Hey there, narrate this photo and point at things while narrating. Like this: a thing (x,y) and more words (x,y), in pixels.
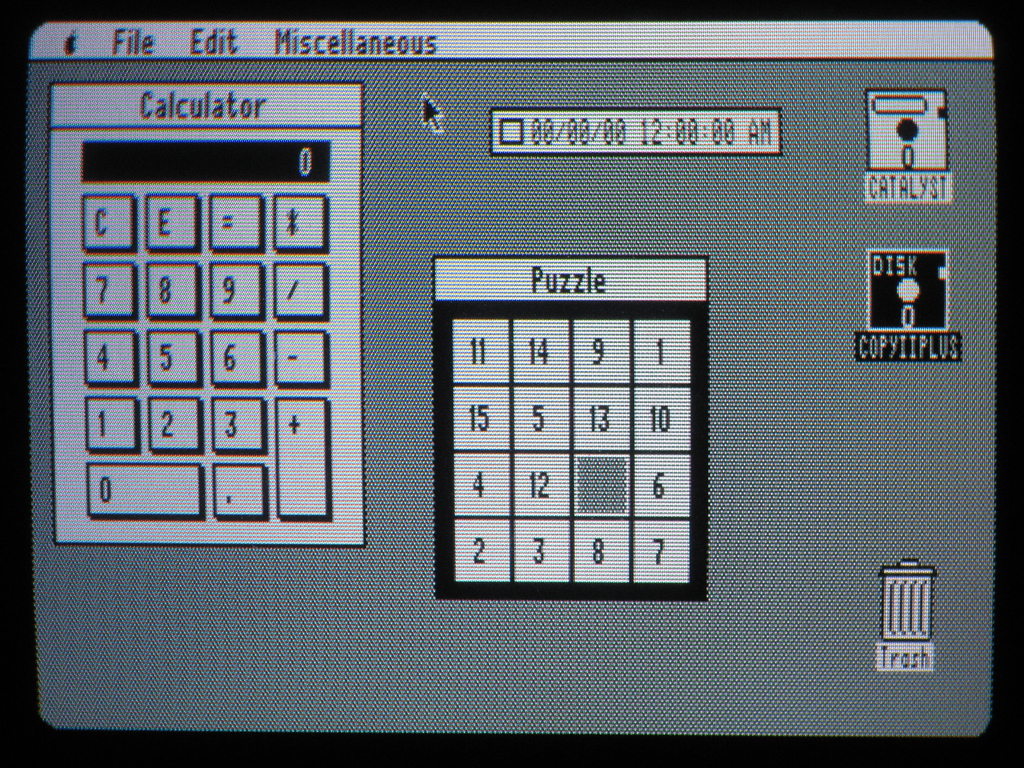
In the picture I can see the monitor screen (277,68) of an electronic device (351,68). On the screen (134,430) I can see the calculator (264,321) and puzzle applications (564,459).
